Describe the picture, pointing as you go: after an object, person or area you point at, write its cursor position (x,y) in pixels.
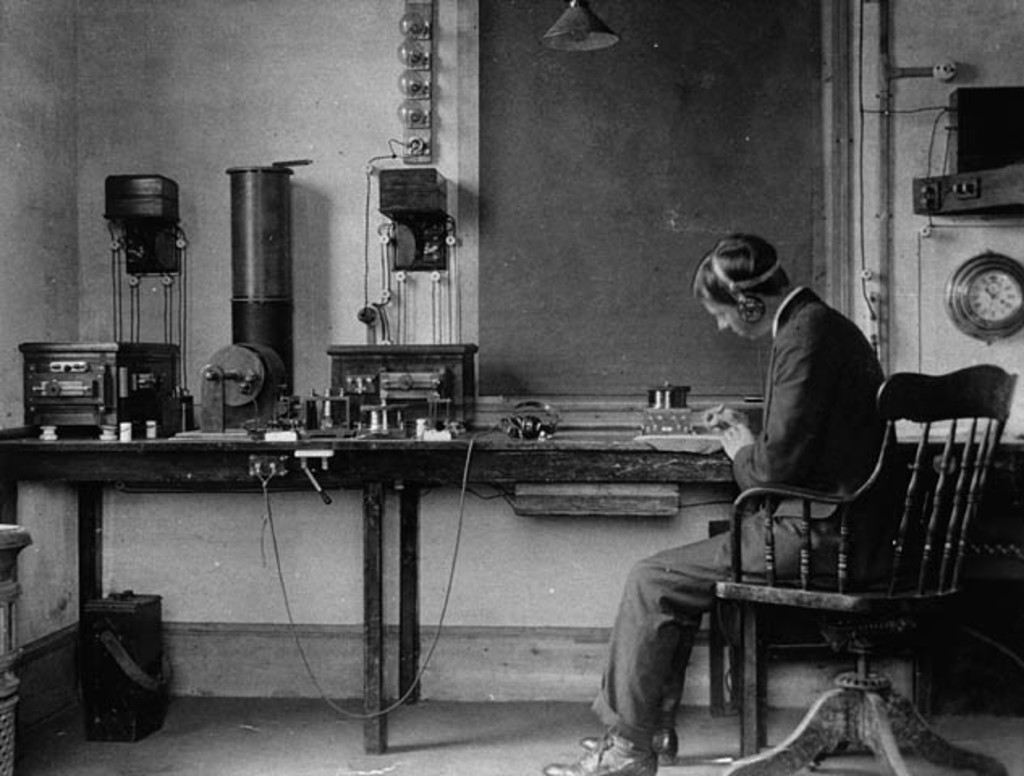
In the image a man (777,366) sitting on the chair (739,529). He is wearing clothes (795,462) and shoes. Here we can see the table (516,470), on the table (481,470), we can see machine equipment (287,424). Here we can see cable wires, lamp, clock (963,311) and the floor (349,733).
